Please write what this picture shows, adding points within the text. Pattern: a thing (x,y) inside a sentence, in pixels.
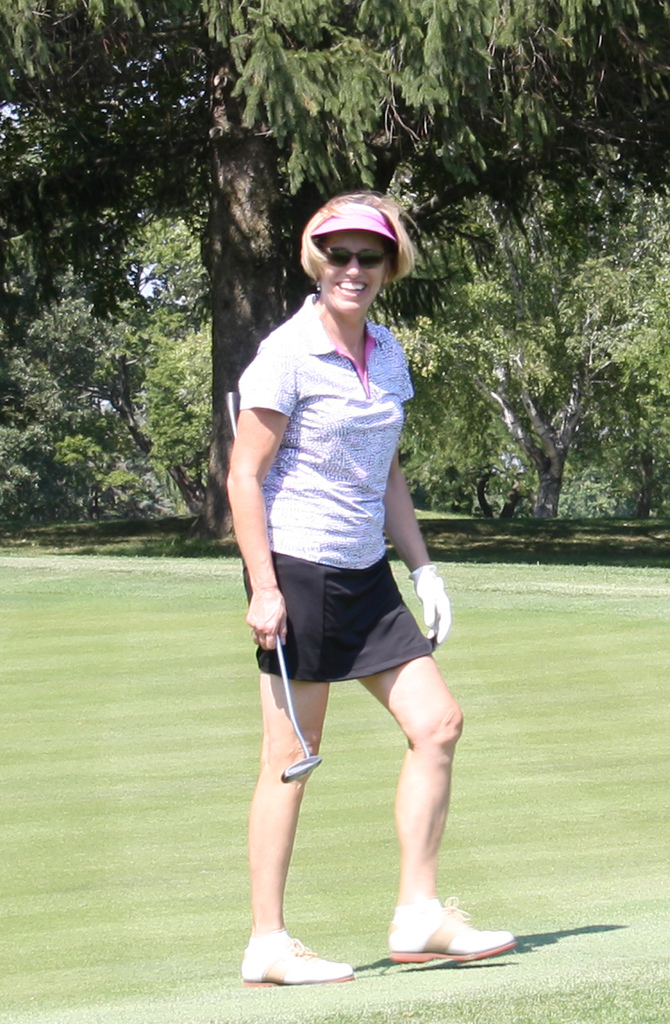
This picture is clicked outside. In the center (335,346) we can see a woman (355,295) wearing t-shirt (314,372), smiling, holding an object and seems to be standing and we can see the green grass (583,736), plants (67,490) and trees (330,73) and some other objects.
